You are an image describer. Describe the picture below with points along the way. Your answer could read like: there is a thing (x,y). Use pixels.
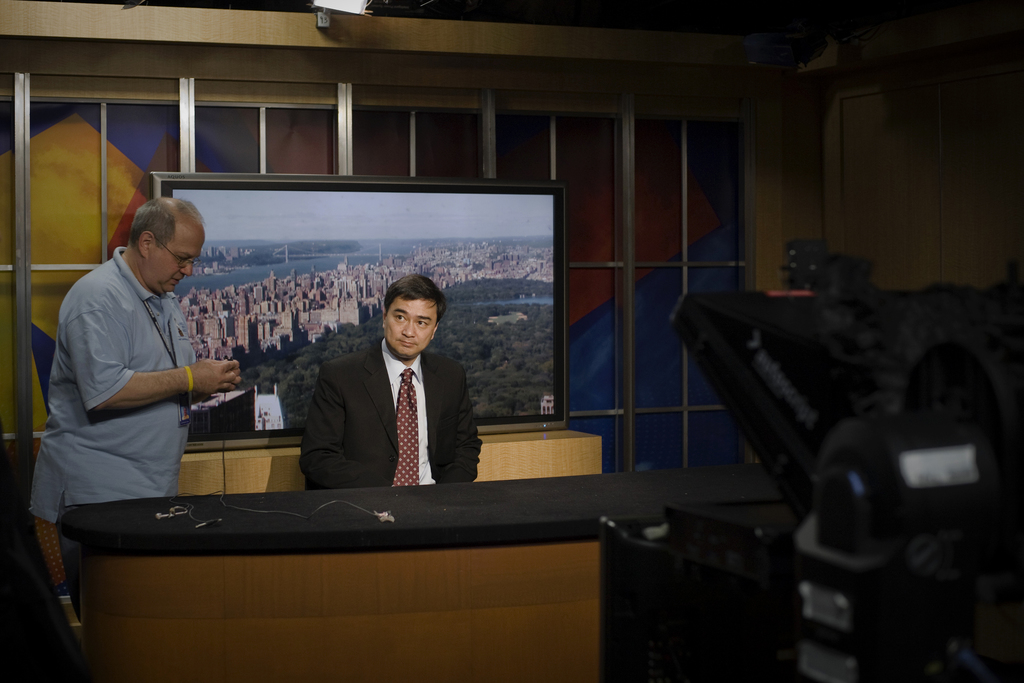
In this image I can see on the left side (149,386) a man (157,391) is standing, he wore t-shirt (127,440). In the middle (373,429) a man (357,440) is sitting, he wore tie (408,442), shirt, coat (387,430). Behind him there is an electronic display (389,248) in that there are trees (372,343) and buildings (351,275). On the right side (823,445) there is a camera (735,570) in this image.
